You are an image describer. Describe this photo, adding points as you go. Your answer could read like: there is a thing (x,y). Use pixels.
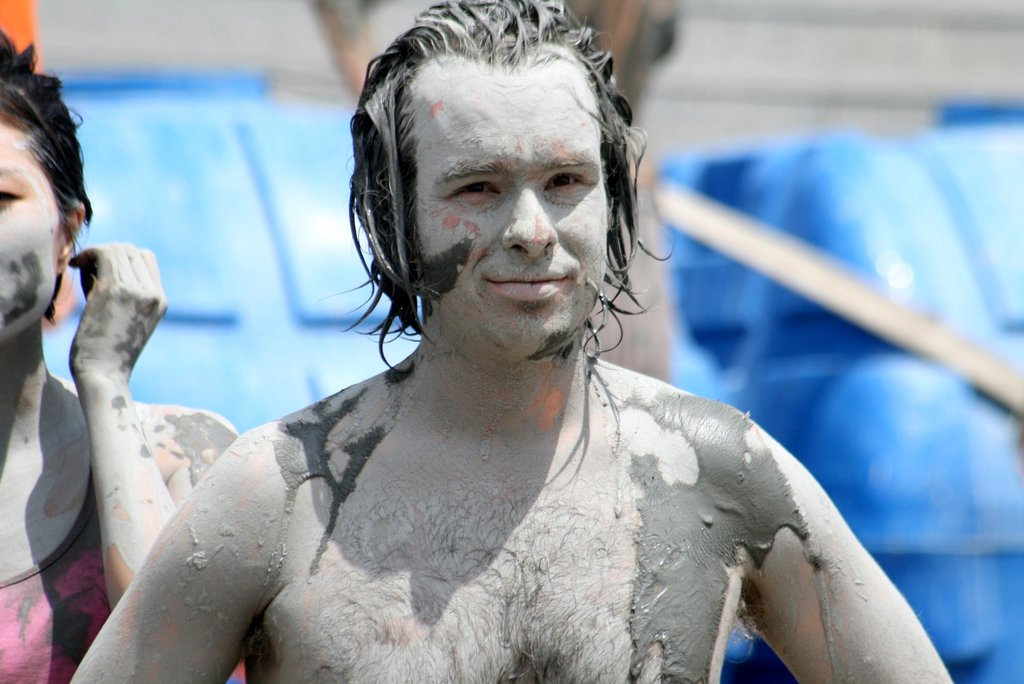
In this picture there are two people (425,464) standing and we can see mud (432,355) on their bodies (178,518). In the background of the image (803,233) it is blurry.
